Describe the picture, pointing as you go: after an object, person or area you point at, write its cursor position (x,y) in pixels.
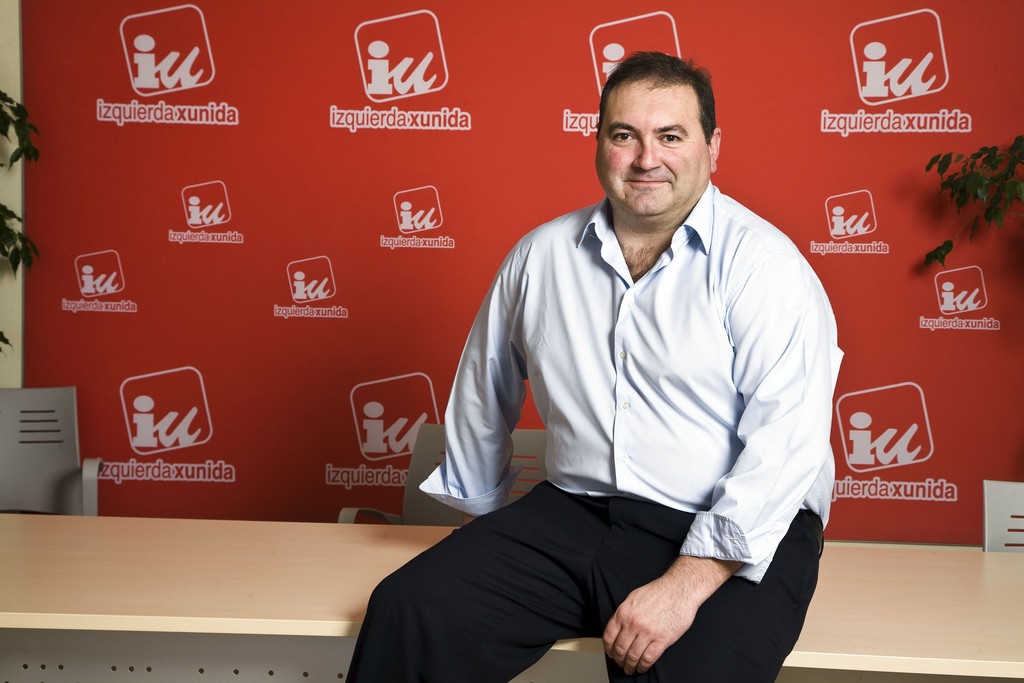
In the center of the image (603,318) a man (590,430) is sitting on the table (303,596). In the background of the image (370,356) we can see chairs (426,520), board (229,282), wall (14,63), plants (12,215).
